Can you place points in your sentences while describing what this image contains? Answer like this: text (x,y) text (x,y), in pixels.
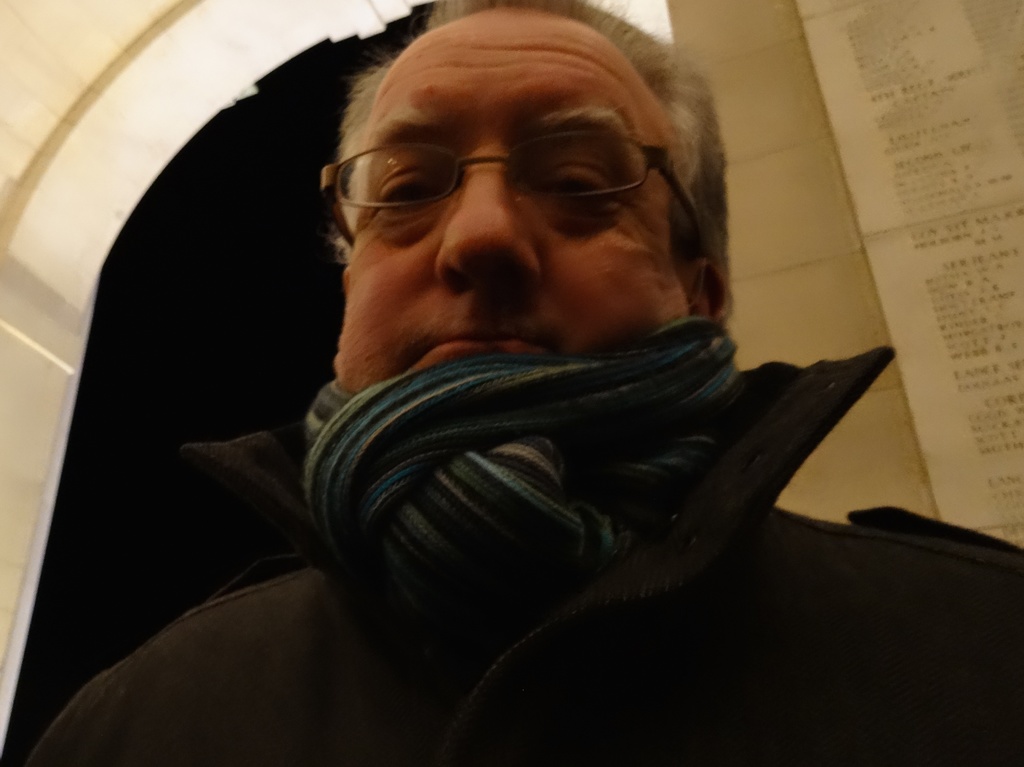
In this picture we can see a man (296,702) wore a spectacle (606,136), scarf (569,401) and at the back of him we can see an arch (116,62), wall (898,92) with some text (890,57) on it and in the background (253,313) it is dark.
